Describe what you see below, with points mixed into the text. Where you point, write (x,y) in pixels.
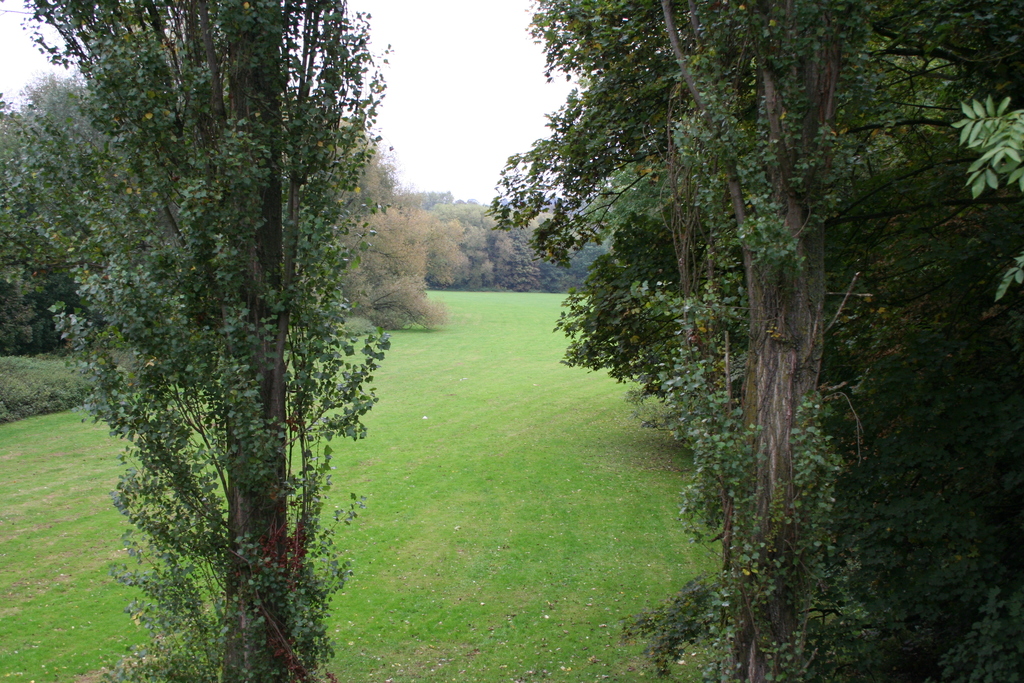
In this picture I can see grass (465,389), there are plants (39,294), trees (373,83), and in the background (448,105) there is sky (489,78).
